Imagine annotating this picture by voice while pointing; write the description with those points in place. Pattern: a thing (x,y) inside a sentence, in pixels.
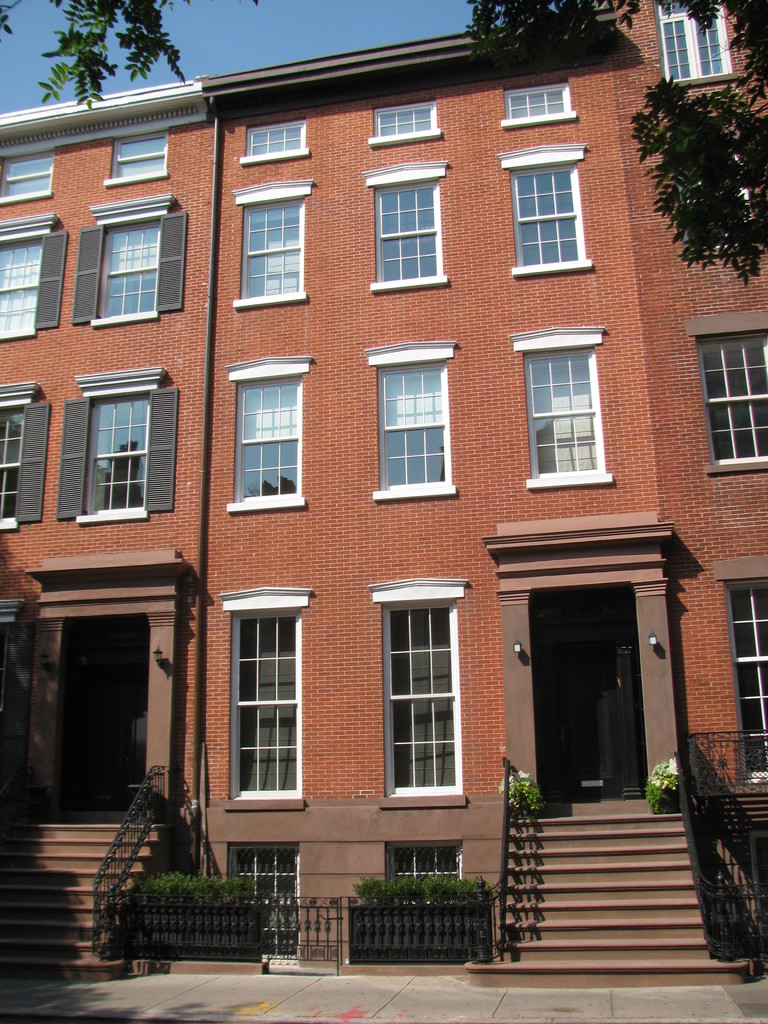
In this image I can see the stairs (542,897). I can see the building (365,420) with windows (538,212). At the top (279,26) I can see the sky (252,57).
